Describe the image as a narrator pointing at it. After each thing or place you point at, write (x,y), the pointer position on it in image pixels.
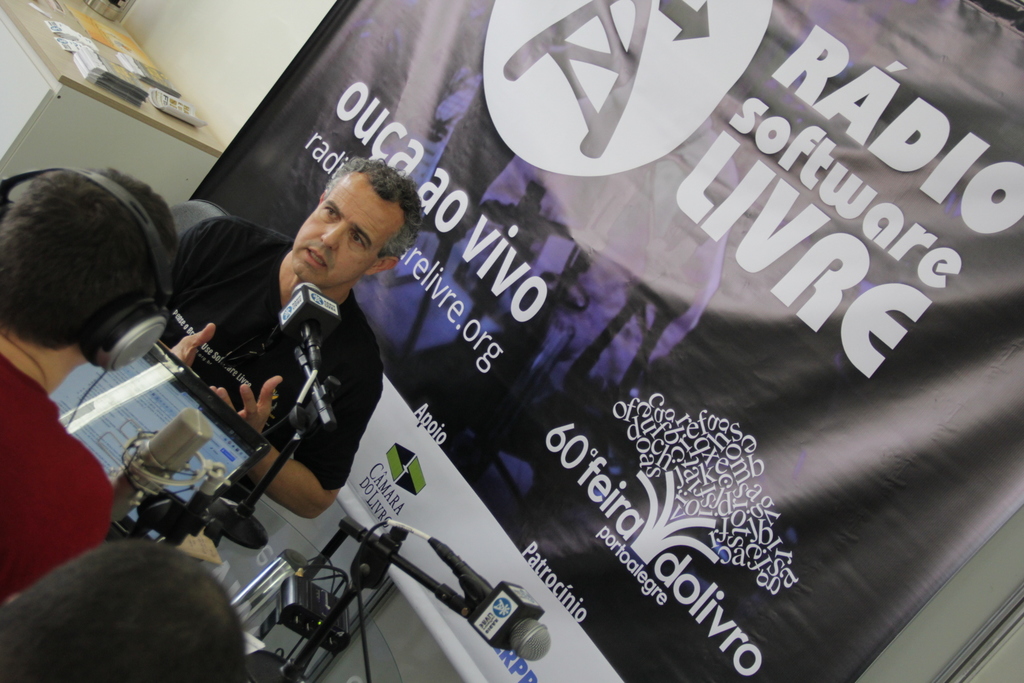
In the background (969,172) we can see the wall (213,34), banner (648,175). On a table (221,144) we can see objects (327,569). In this picture we can see a man (241,321), looks like he is talking. On the left side of the picture (36,222) we can see a person (136,280) wearing headsets (136,312). We can see microphones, stands (373,563), screen (157,372) and objects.
